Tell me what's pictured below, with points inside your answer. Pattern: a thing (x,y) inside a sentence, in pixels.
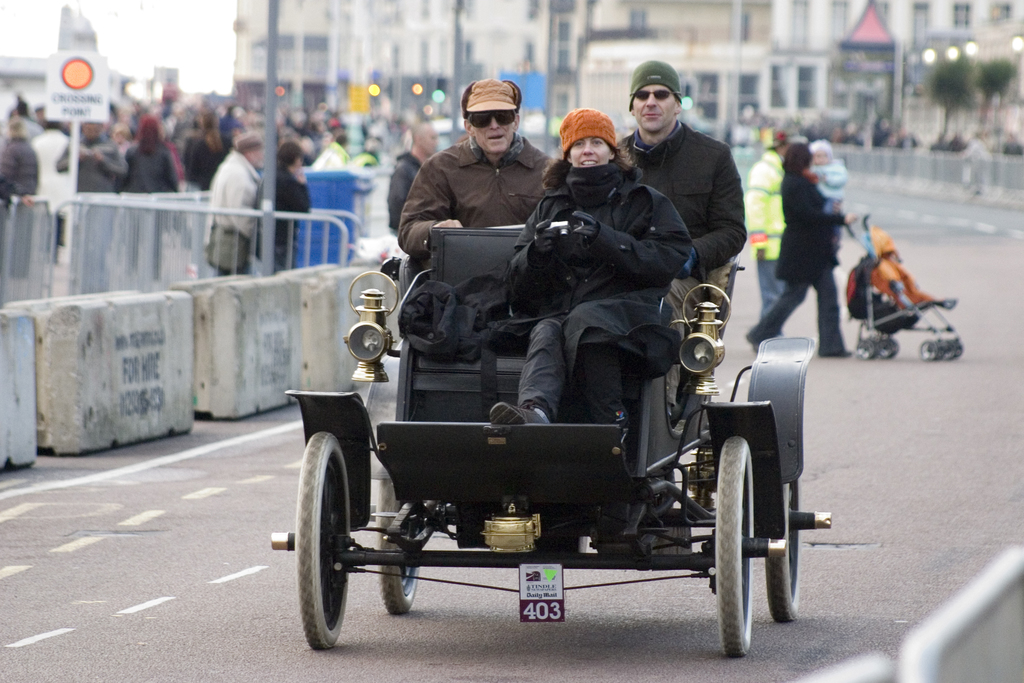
Completely an outdoor picture. This 3 persons (668,233) are travelling in a vehicle (731,415). This is a baby chair (871,297). This woman (815,245) is walking on a road (791,321), as there is a leg movement and carrying a baby (824,197). This are group of people (210,162). Far there are buildings (758,34) and trees (946,64). This is a board (68,117) with pole (79,132). This is fence (182,226).
